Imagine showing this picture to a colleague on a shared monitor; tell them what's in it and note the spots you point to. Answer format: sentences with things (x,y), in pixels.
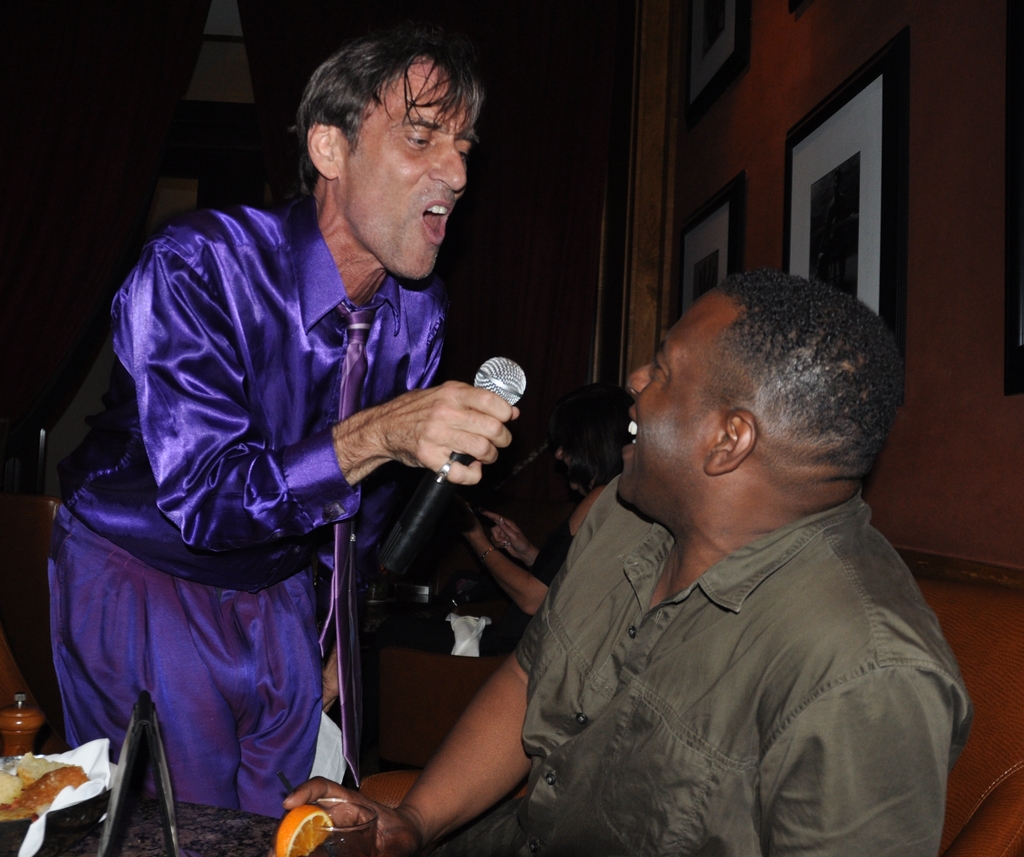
In this picture there are two men (424,271), one of the guy (424,286) is holding a mic (406,534) in his hand (485,397), there are food eatables (291,836) kept on top of the table (274,835). In the background (855,218) there are photo frames (695,243) attached to the wall (794,77).
